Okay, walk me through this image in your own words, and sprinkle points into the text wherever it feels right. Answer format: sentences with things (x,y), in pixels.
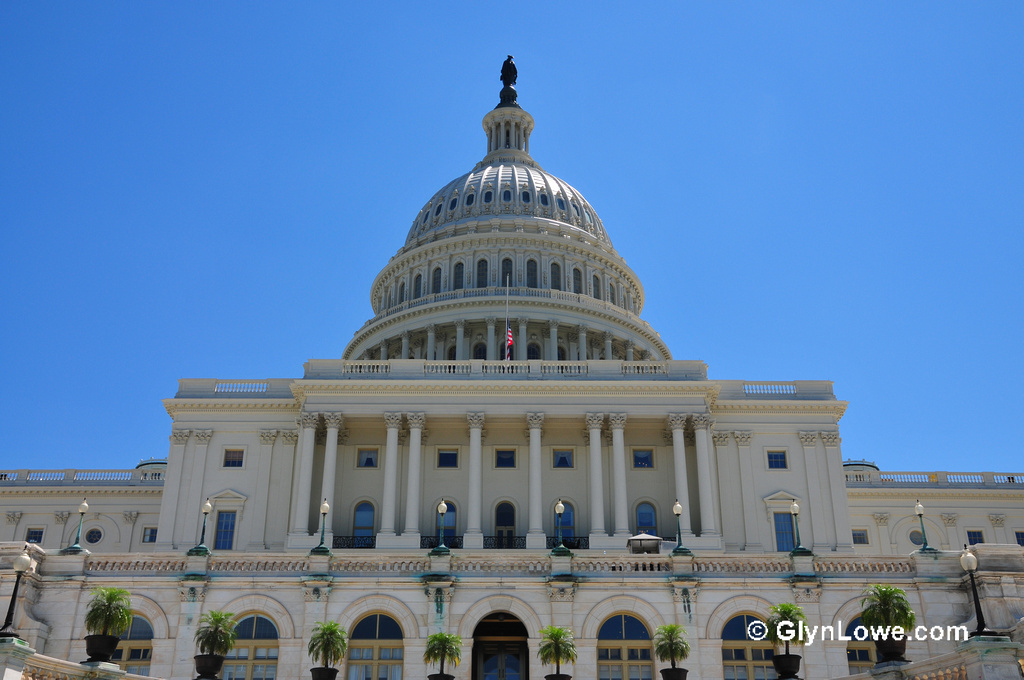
In the image there is a palace (67,504) in the back (442,381) with plants (232,640) in front of it and a statue (504,79) above it with a flag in the middle (506,349) and behind its sky (222,144).
